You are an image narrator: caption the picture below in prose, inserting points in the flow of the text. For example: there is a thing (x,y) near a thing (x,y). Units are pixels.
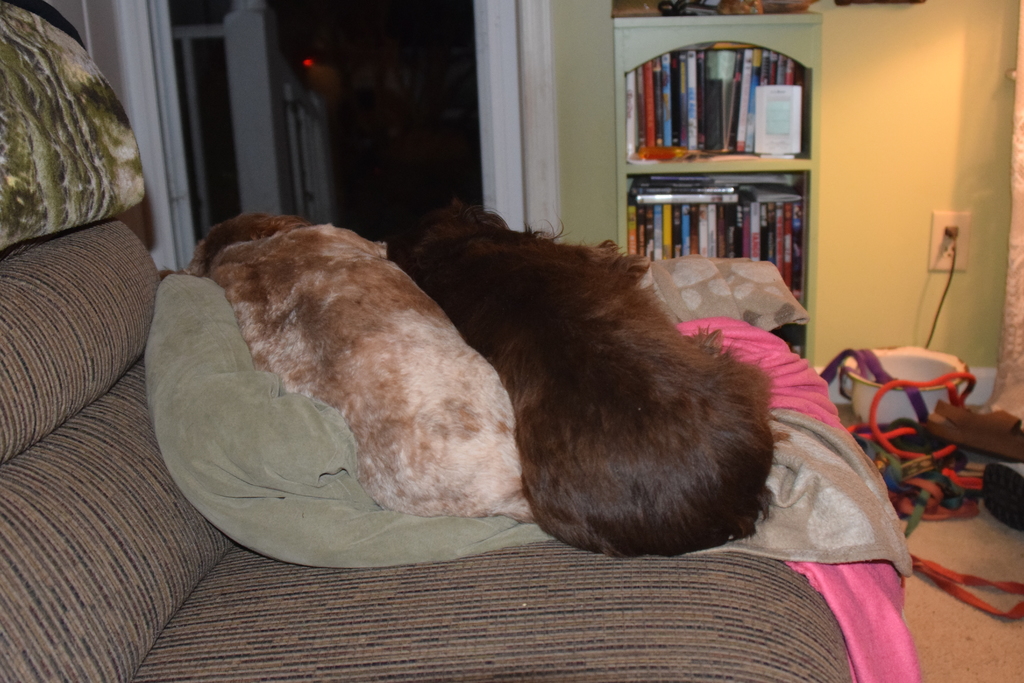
In this image we can see two dogs (383,494) are lying on the blanket (267,465) which is kept on the sofa (748,657). The background of the image (993,484) is slightly blurred, where we can see books (690,191) are kept in the cupboard (735,213), we can see a few more objects (910,410), wire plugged into the socket (945,226) which is fixed to the wall (884,202) and this part of the image is dark.
